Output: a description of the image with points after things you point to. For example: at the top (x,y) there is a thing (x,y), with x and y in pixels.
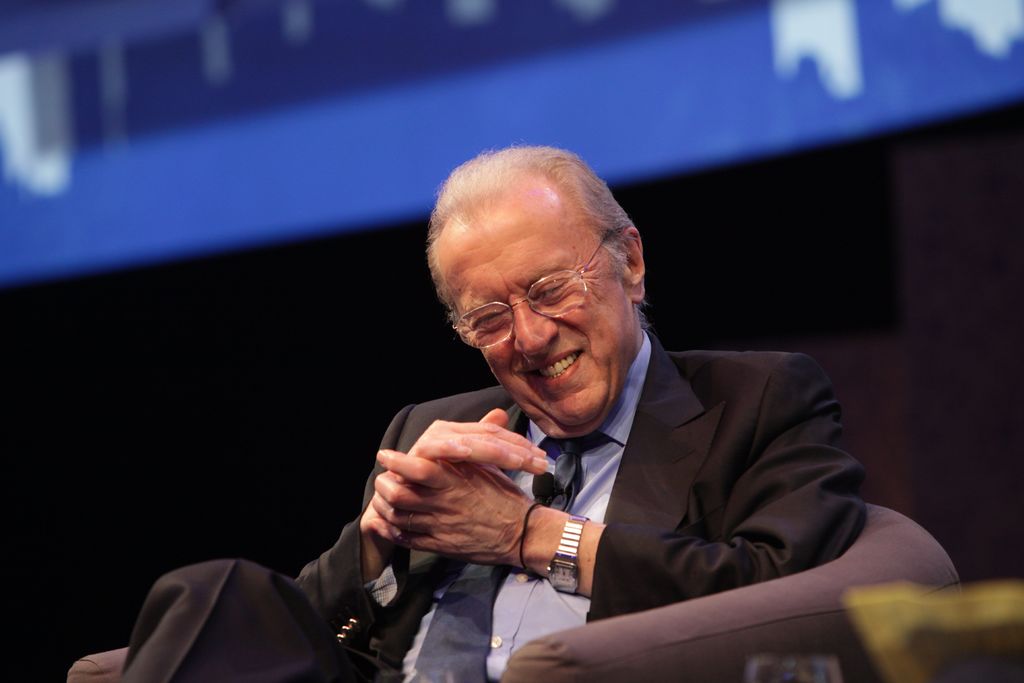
In this image there is one person (552,433) sitting on chair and he is laughing, and there is a blurry background (1003,208).
